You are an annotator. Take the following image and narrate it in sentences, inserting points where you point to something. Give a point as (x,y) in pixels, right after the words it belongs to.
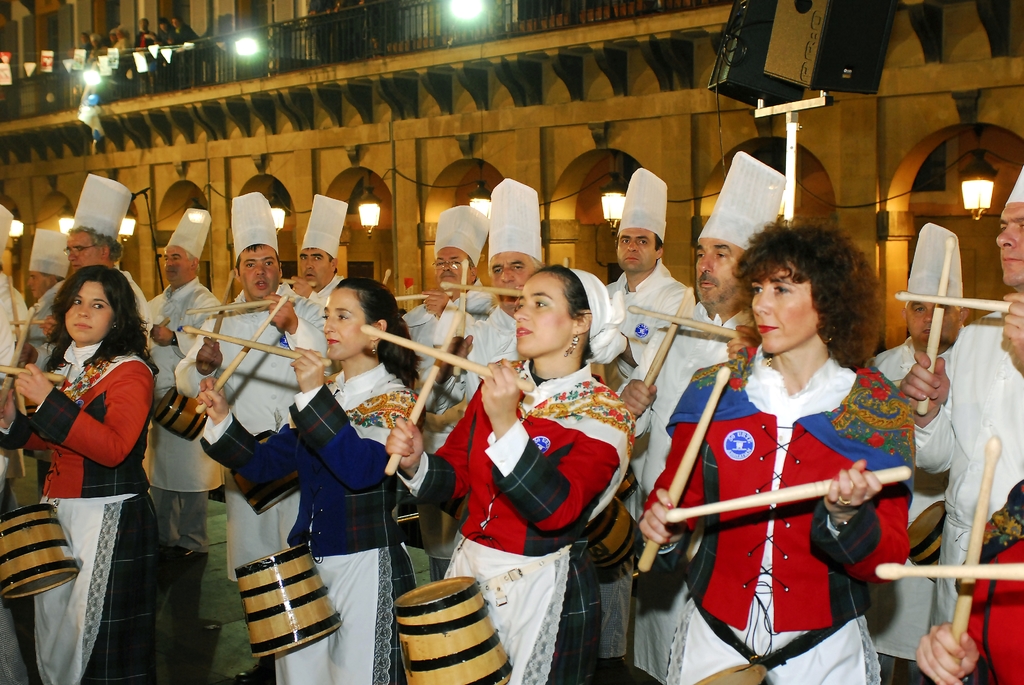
This is a picture in which we can a group of people (275,531) holding some sticks (879,475) and the men (174,260) have white color cap (511,248) on their head (469,253) and some lights (129,231) and behind there is a building (520,149) on which the people (89,45) are standing.
